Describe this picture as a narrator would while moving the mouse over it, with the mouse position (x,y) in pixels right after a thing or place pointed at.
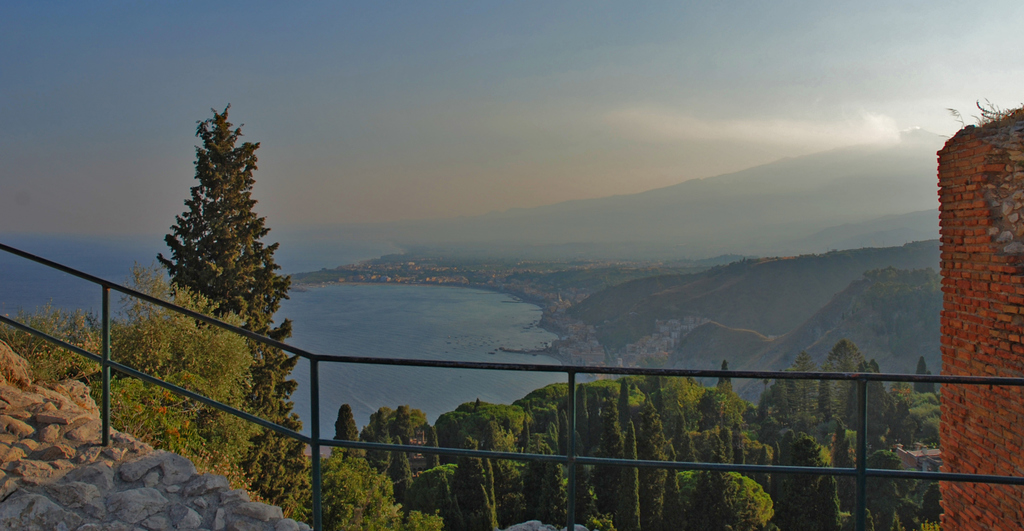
In this image we can see some trees (681,503) and there is a fence (233,330) and on the right side (1003,446), we can see a brick wall (988,165). In the background (493,306), we can see water body (469,337) and mountains (788,286) and the sky (642,135).
